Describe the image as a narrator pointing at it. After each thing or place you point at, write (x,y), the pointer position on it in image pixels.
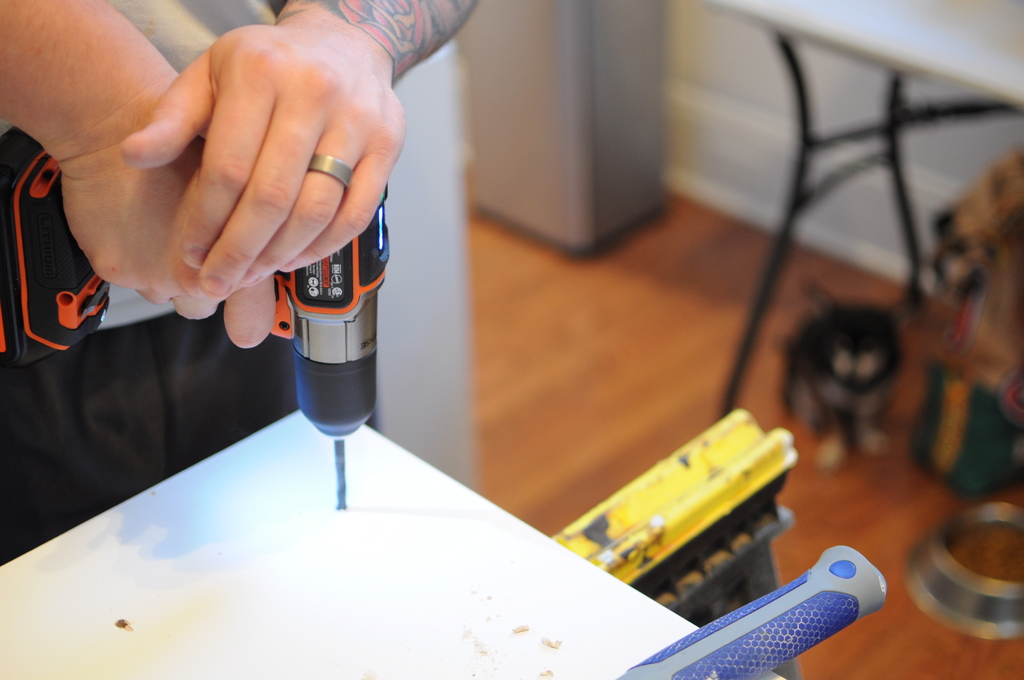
Here we can see a person (365,9) holding a drilling machine (298,360). This is floor (559,271) and there is a table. This is wall (909,84) and there is a blur background (916,130).
